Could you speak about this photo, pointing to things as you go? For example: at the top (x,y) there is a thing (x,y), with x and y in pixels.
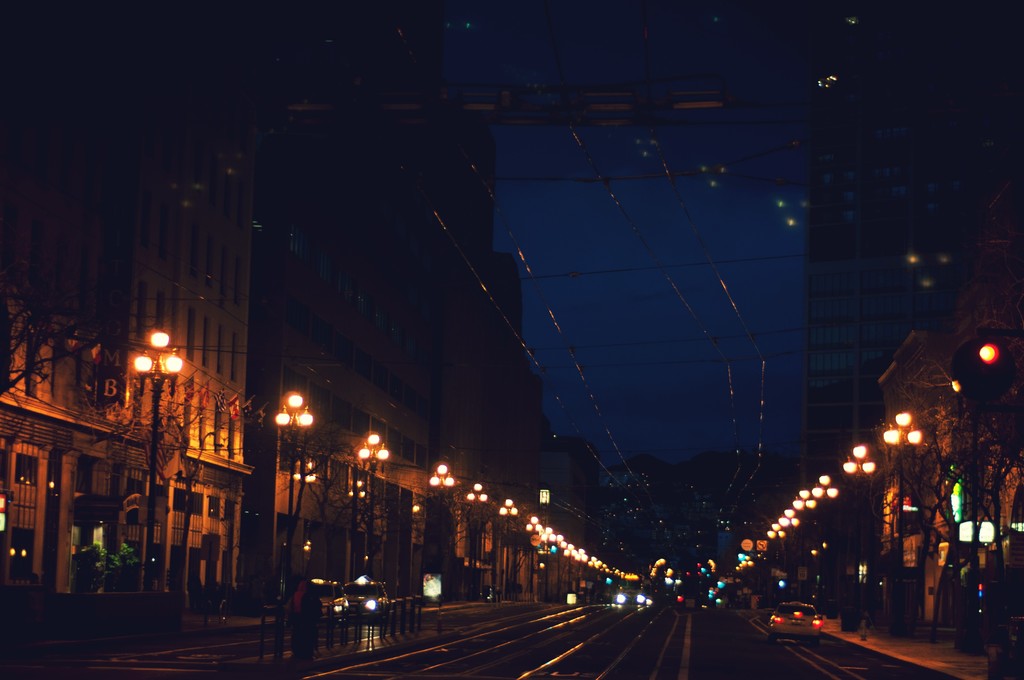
There are vehicles (777,622) on the road (418,679). There are poles (472,528), lights (795,508), trees (66,324) and buildings (593,513) on the either sides of the road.
